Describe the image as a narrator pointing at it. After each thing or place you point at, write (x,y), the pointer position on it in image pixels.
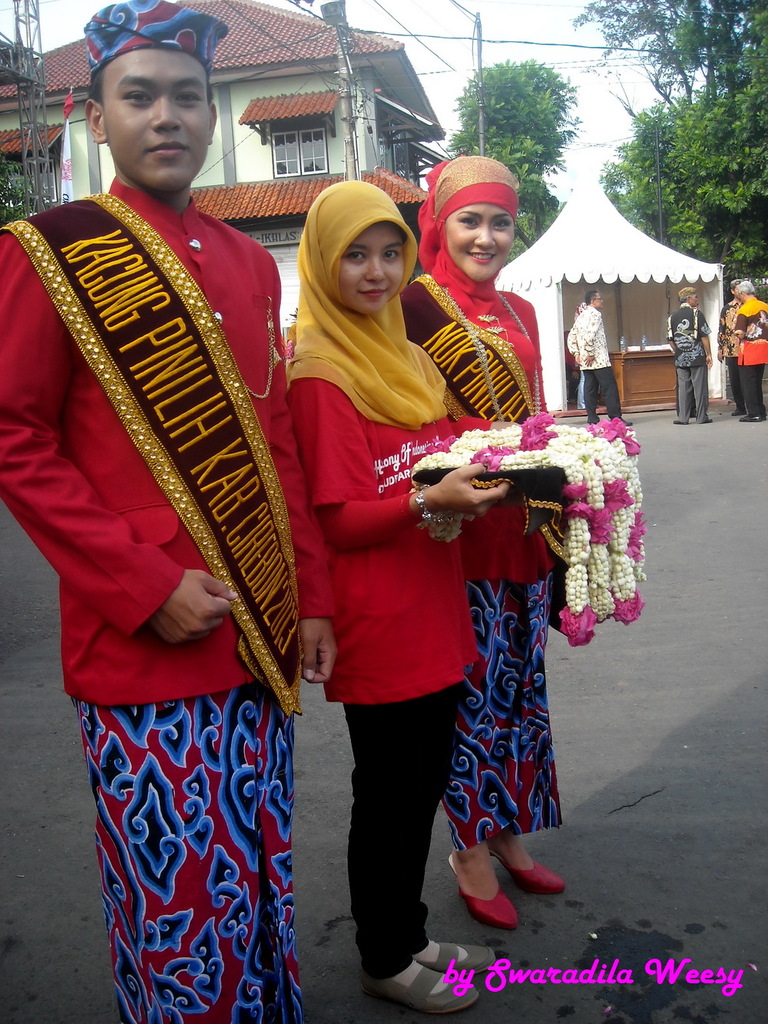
In this image I can see on the left side (169,540) a man (163,532) is standing, he is wearing the red color coat (114,425). Beside him two girls (480,284) are standing, they are holding the garlands (572,545). At the back side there are trees (723,127) and buildings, on the right side (758,317) it looks like a tent (707,307), Few people (749,338) are standing. In the right hand side (741,981) bottom there is the name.
